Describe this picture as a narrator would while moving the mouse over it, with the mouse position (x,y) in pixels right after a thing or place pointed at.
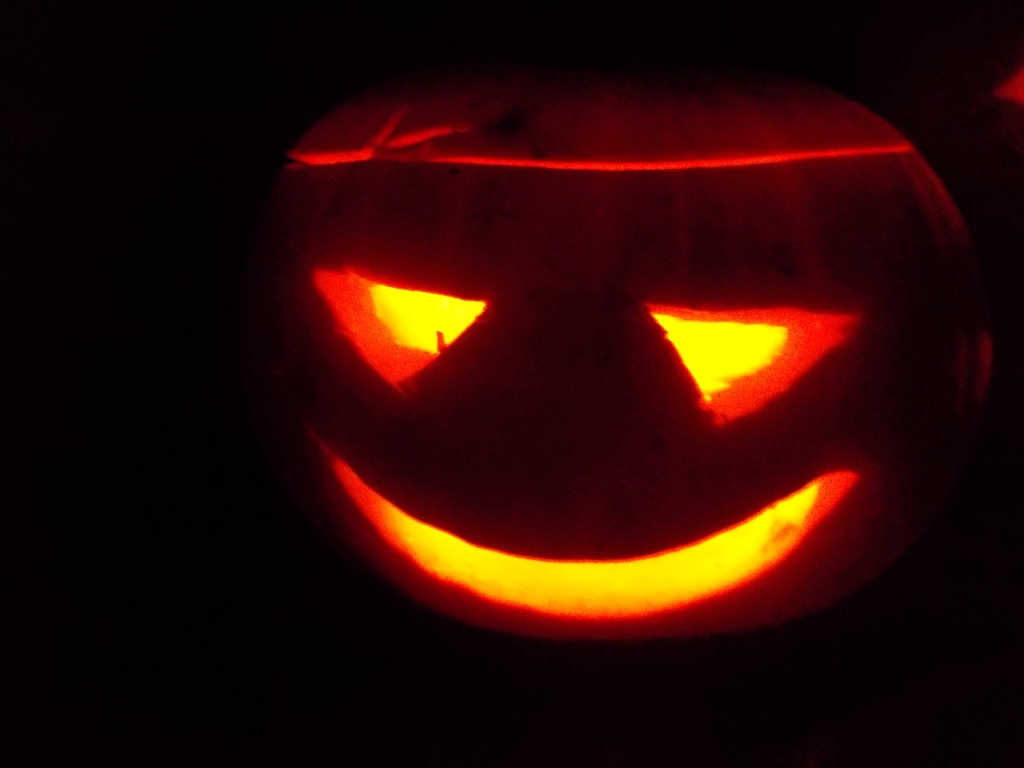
In this image there is a pumpkin (606,296) which is carved. That is called as Jack-o'-lantern (543,341). There is a black background (19,326).
